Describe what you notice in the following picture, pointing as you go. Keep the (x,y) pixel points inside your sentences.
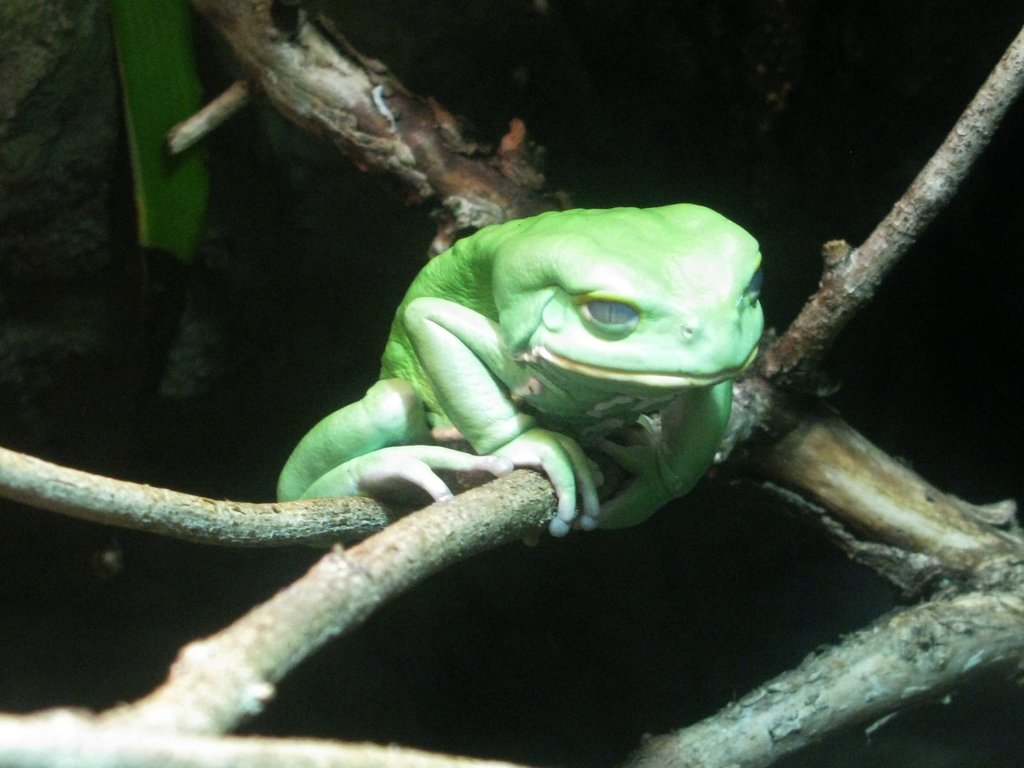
This picture shows a frog (555,316) on the branch (120,741) of a tree (241,50), It is green in color.
